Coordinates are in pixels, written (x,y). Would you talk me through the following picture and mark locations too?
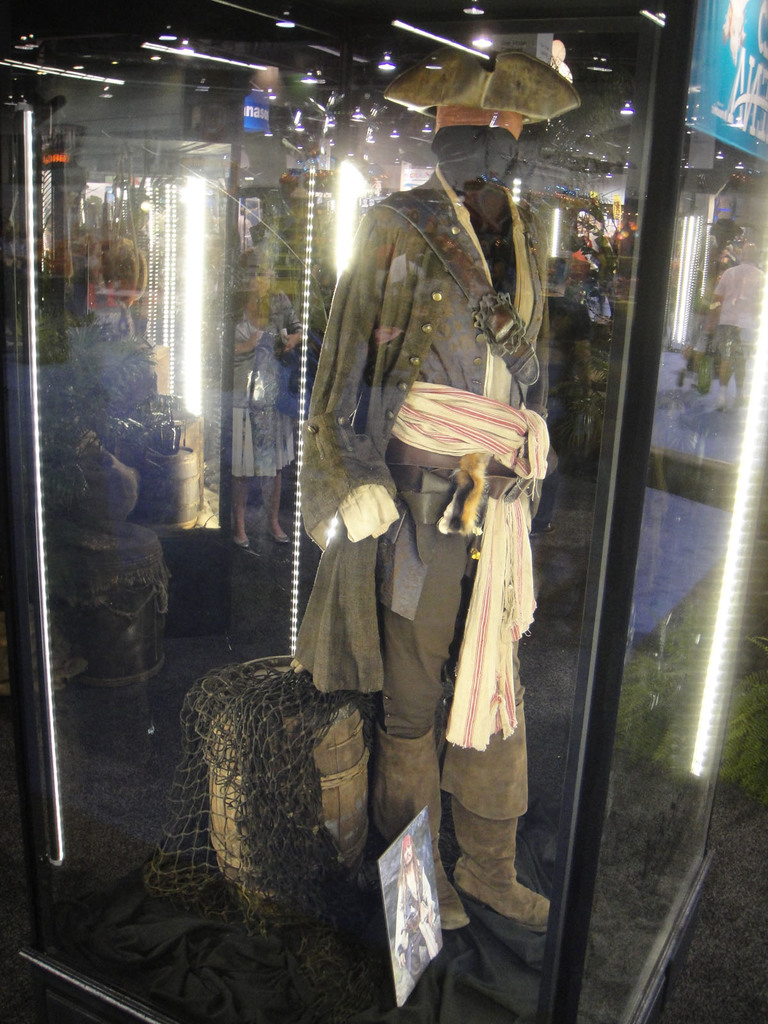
This image consists of a mannequin (450,885). Beside that there is a barrel (325,718) along with the net (218,756). It is kept in a glass (656,785). There are many clothes (428,742) to the mannequin (373,469).
